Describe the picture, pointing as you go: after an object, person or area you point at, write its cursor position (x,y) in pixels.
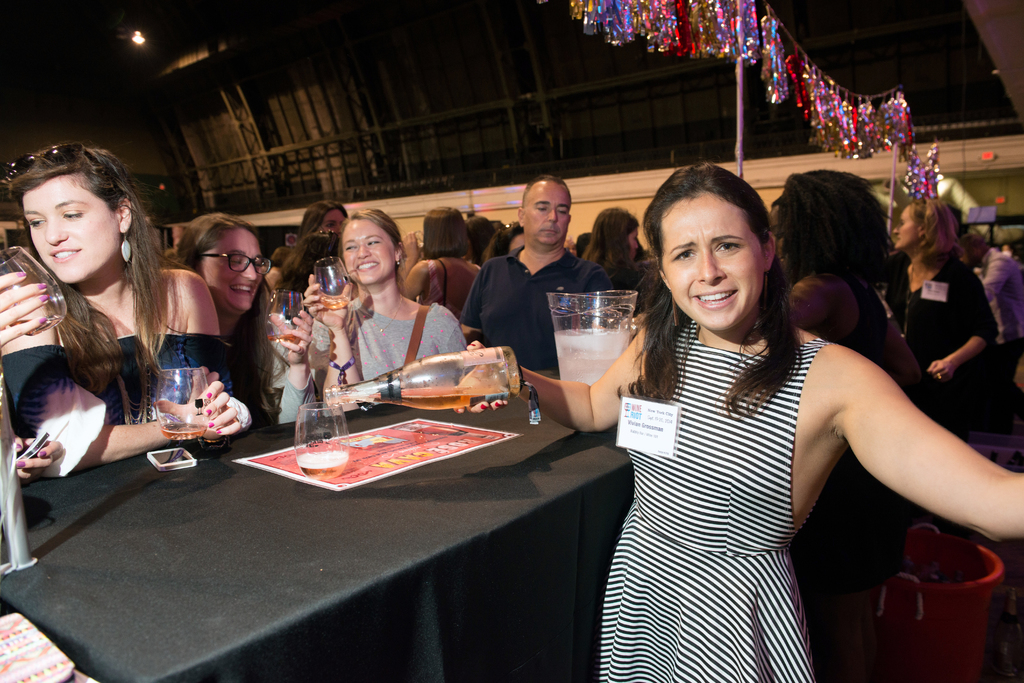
There is a woman (612,604) holding wine bottle (357,396) in her hand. She is pouring a wine (343,461) into a glass (344,412) and there are a group of people (291,248) in the background (572,285). There is a woman (227,365) at the left (40,373) and there is a woman (454,318) at the center (403,322) and she is smiling.
